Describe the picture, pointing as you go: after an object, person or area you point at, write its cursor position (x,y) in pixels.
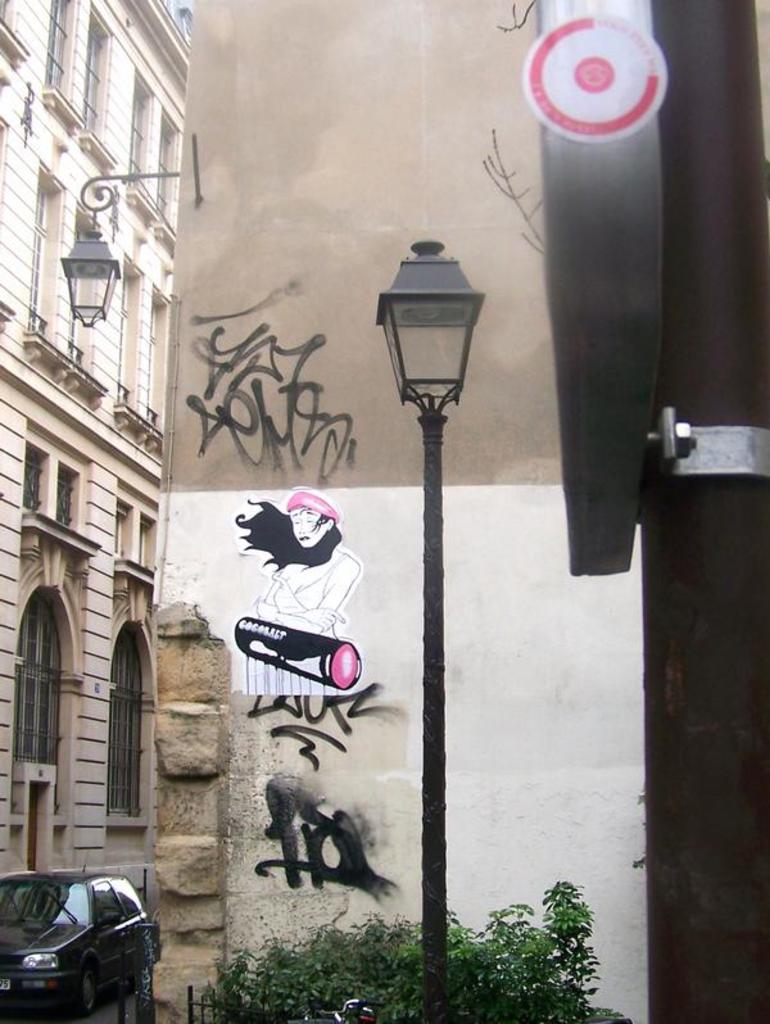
In the foreground of the picture (701,176) there are pole (740,748), street light (458,336), plants (419,951) and a wall (491,165). On the left (54,278) there are building (53,249), street light (82,316) and a car (87,920).
